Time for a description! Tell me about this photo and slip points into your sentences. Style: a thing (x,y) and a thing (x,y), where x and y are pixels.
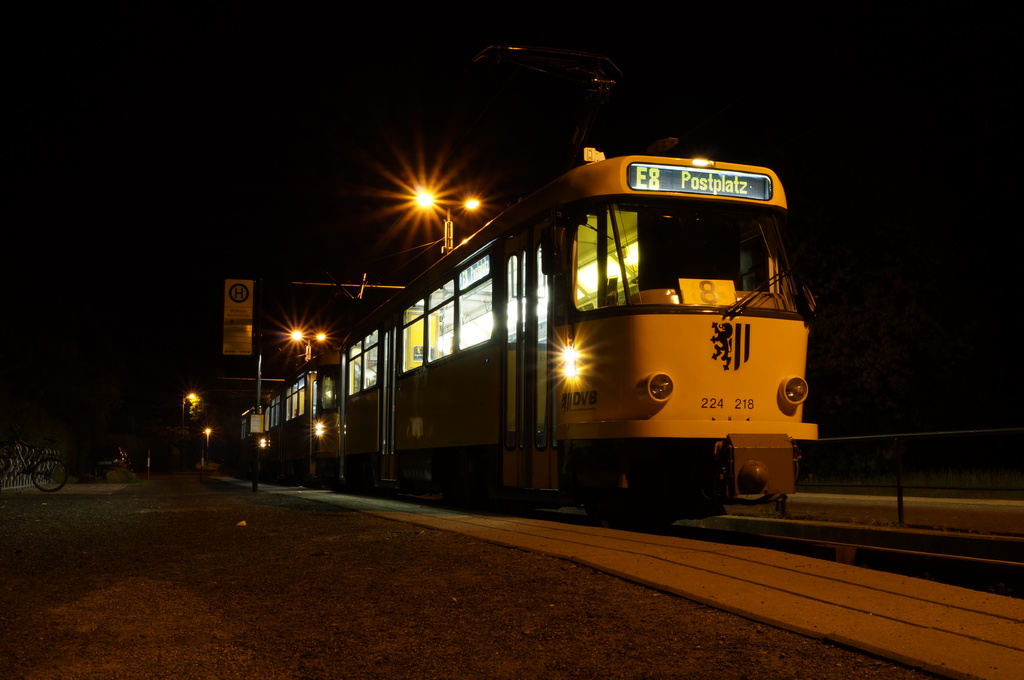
This is an image clicked in the dark. In the middle of this image (477,352) there is a train (510,385). At the bottom (262,607), I can see the ground (257,518). In the background (316,332) there are few light poles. On the left side (20,466) there is a vehicle (42,469) in the dark.
